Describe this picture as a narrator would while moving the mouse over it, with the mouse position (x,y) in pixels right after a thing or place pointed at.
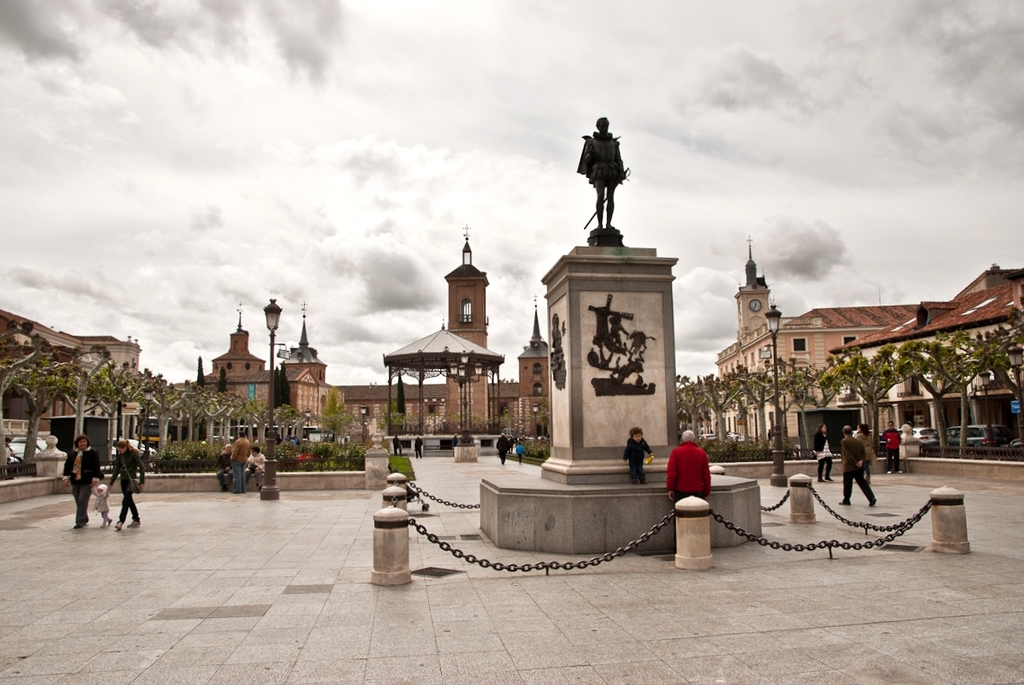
In this image, we can see buildings (511,413), light poles (281,356), trees (212,386) and there are people (117,471) and we can see a statue (551,506) and there are chains (632,545) and poles (391,500). At the top (409,90), there are clouds (806,133) in the sky (845,187) and at the bottom (432,621), there is a road (328,606).
